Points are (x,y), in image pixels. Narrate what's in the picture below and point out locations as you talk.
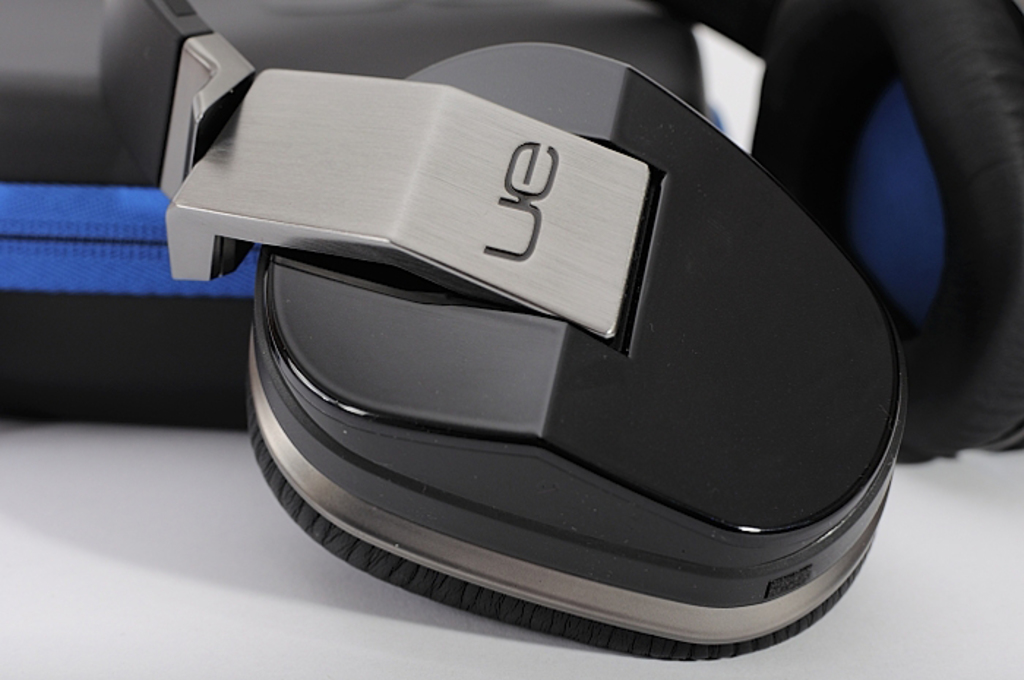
It is the headset (581,313) in black color.
